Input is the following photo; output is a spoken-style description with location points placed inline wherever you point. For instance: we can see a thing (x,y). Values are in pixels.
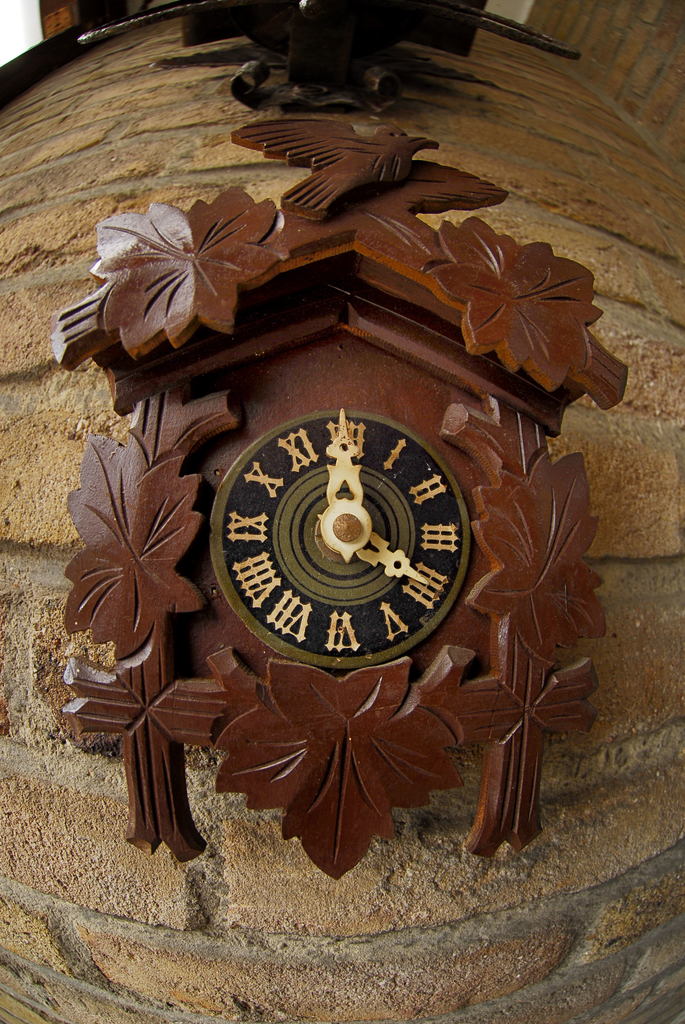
In the center of the image (336,562), we can see a clock (326,202) on the wall (66,192).
